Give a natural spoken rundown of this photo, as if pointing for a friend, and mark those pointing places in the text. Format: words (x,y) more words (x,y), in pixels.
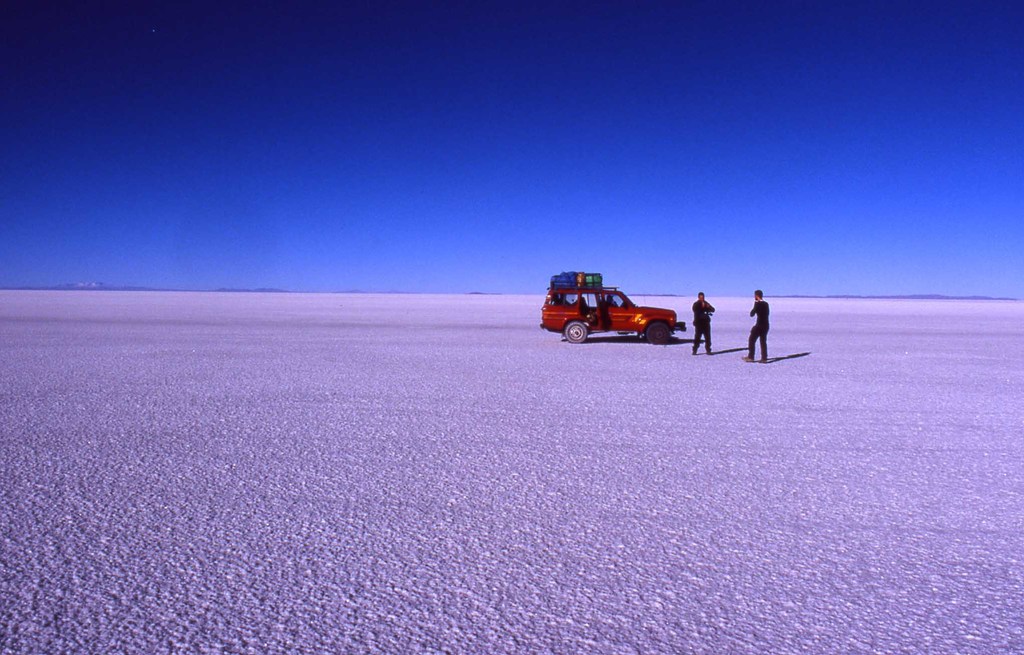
in this image there is a red car (577,300). On it there is luggage (577,279). There are two persons (709,311) over here. This is the sky (601,146).
